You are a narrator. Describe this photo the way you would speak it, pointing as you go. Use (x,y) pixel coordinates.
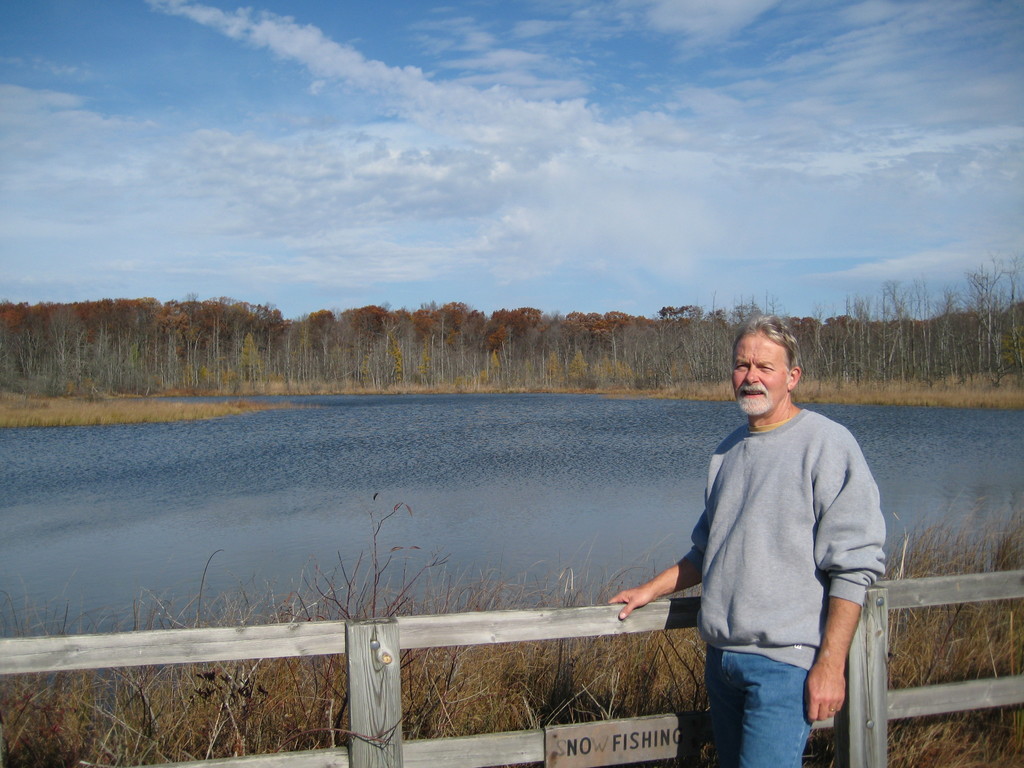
In this picture there is an old man (843,591) wearing grey color sweatshirt (778,579) and blue jeans (769,697), standing in the front (818,604) and giving a pose. Behind there is a wooden fencing railing (373,643). Behind there is a small river water (388,491) and some dry tall trees (469,329). On the top (458,184) we can see the sky (443,173) and white clouds (443,173).
